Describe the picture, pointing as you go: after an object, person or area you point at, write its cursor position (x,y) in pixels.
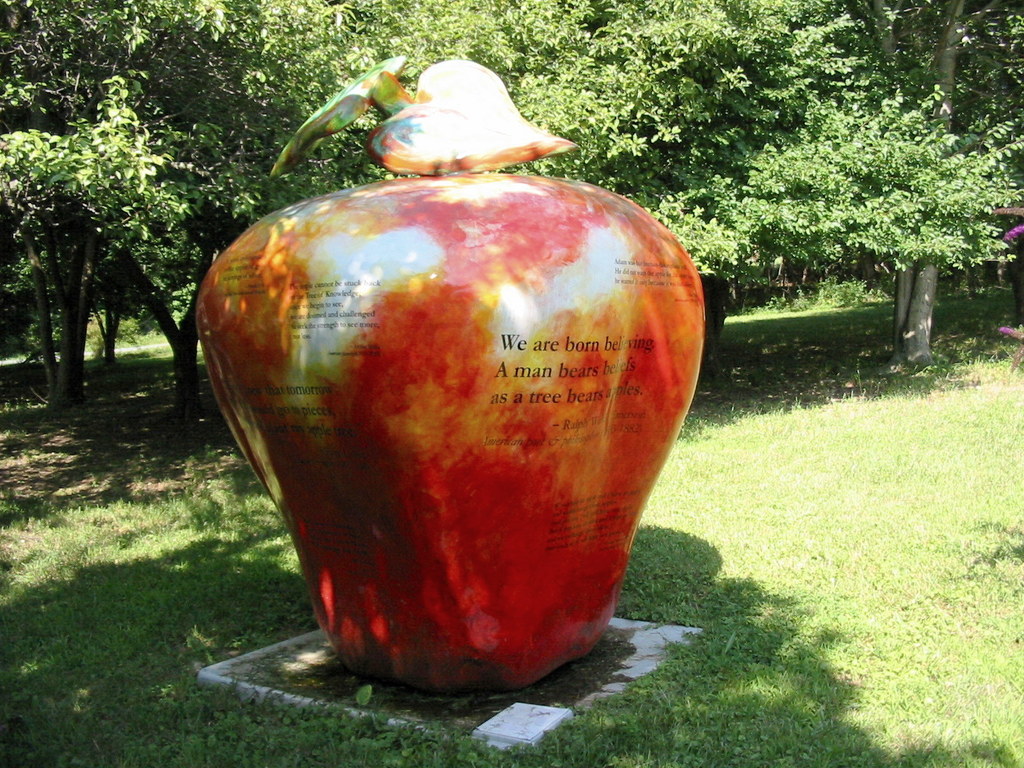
In this picture I can see a statue of an apple (511,313) with some paragraphs (504,350) on it, there is grass (170,391), and in the background (88,27) there are trees (446,2).
